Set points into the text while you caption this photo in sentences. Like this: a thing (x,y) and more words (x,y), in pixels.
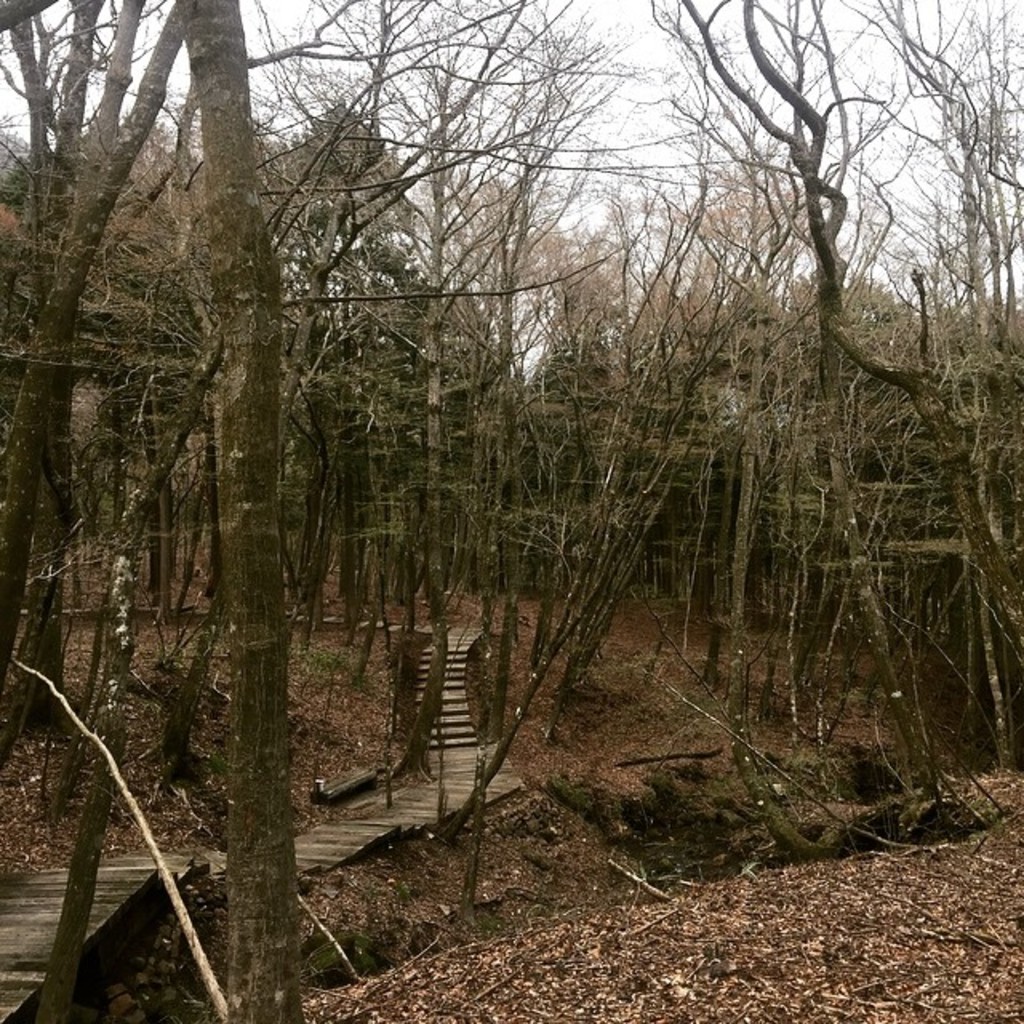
In this image we can see a sky (639,223). There are many trees (418,775) in the image. There are many leaves (703,960) in the image. There is a walkway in the image.
